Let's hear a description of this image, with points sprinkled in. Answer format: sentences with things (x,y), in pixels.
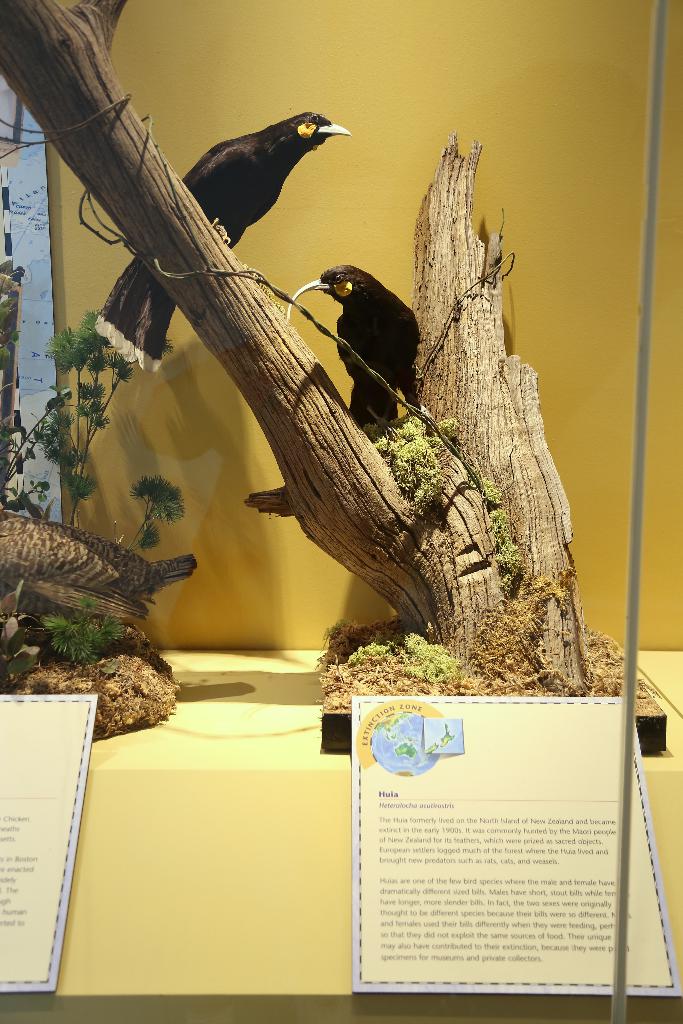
In this picture I can see the birds (243,147) who are standing on this wood (316,405). At the bottom (402,933) I can see some posters (46,715) which was placed on the yellow table (259,898). On the left (86,339) I can see some plants (4,339).
